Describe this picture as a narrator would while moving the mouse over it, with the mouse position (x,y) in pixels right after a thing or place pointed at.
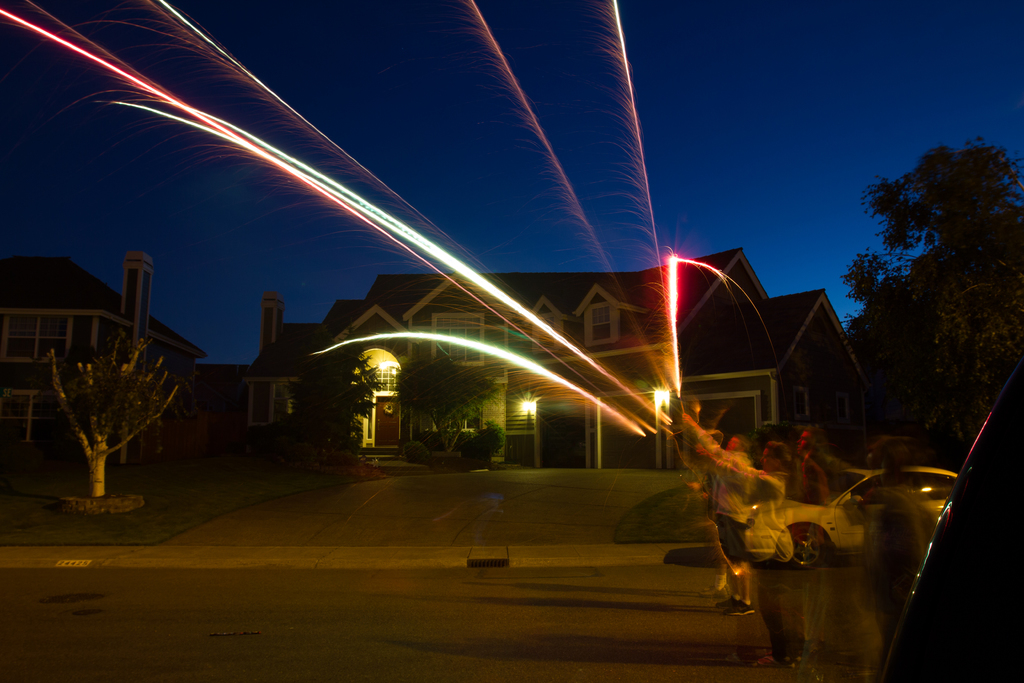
In this image we can see few people (900,522). Some are playing with fireworks (676,379). Also there is a car (811,513). In the background (96,318) there are buildings (467,365) with windows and there are trees (936,399). Also there is sky (373,140). And the image is looking blur on the right side (837,516).
